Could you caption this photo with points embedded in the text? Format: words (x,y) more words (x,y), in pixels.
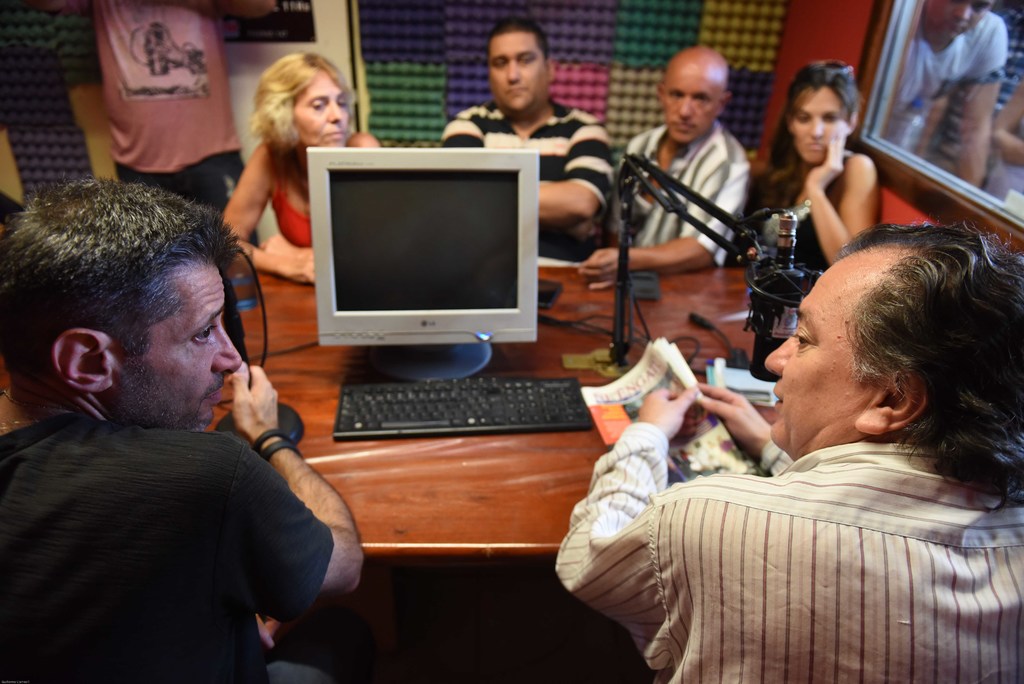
In this image there are few people (605,484) sitting at the table (456,468). On the table (398,441) there are papers (749,377), cable wires (646,328), a microphone (754,257) and a computer (400,311). The man (899,564) to the right (820,492) is holding a book (624,402) in his hand (665,419). Behind them there is a wall (521,0). There is a person (194,72) standing near the wall (636,24). In the top right (864,77) there is a glass window (934,122). Outside the window (972,119) there are two persons (979,143).
